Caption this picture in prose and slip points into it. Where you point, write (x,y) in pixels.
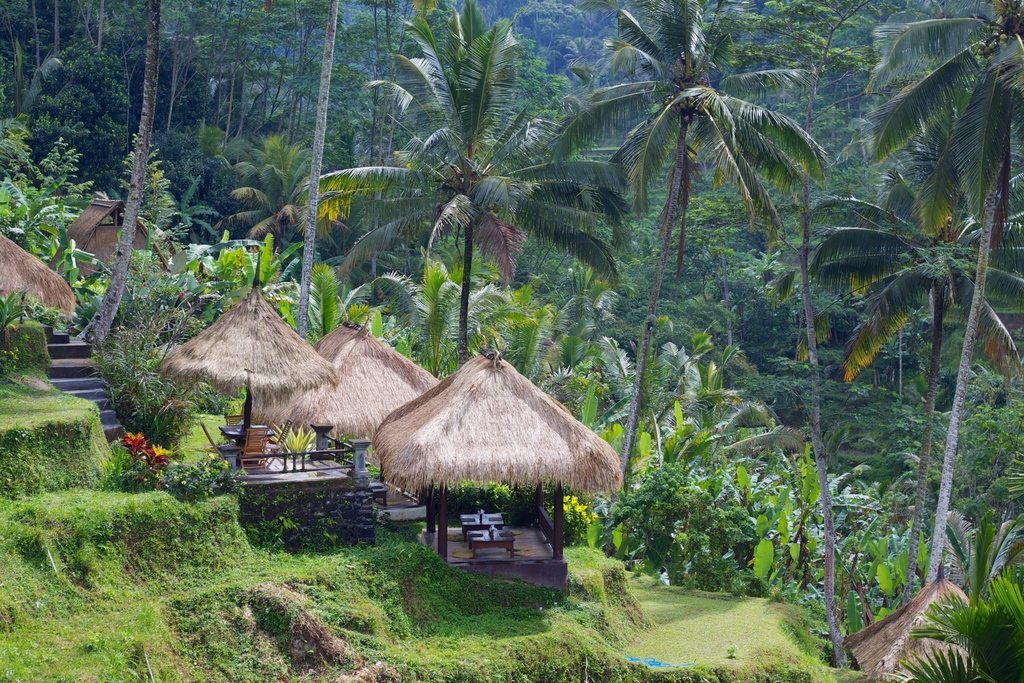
In this image we can see huts (513,416). Under the huts (315,397) we can see tables (490,515) and chairs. Behind the huts (496,440) we can see a group of trees (498,271). In the bottom left (147,527) we can see the grass (70,516), plants (103,483) and stairs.
